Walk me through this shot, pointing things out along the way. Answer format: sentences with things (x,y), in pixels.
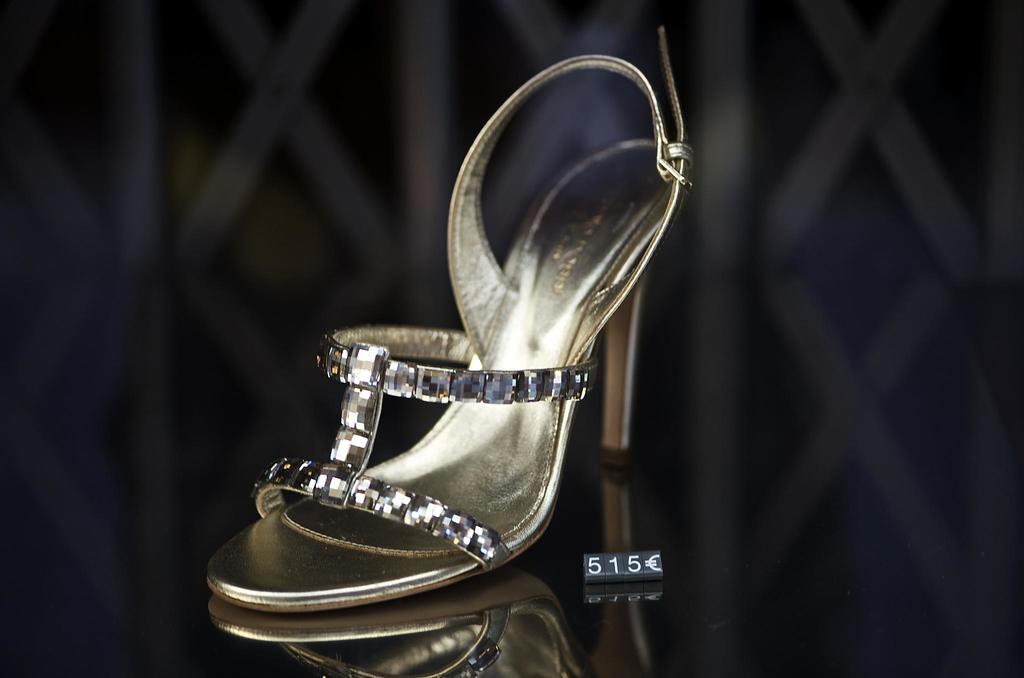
In this image we can see a sandal (681,181) placed on the surface (615,614), we can also see a board (641,573) with some numbers (590,569).
